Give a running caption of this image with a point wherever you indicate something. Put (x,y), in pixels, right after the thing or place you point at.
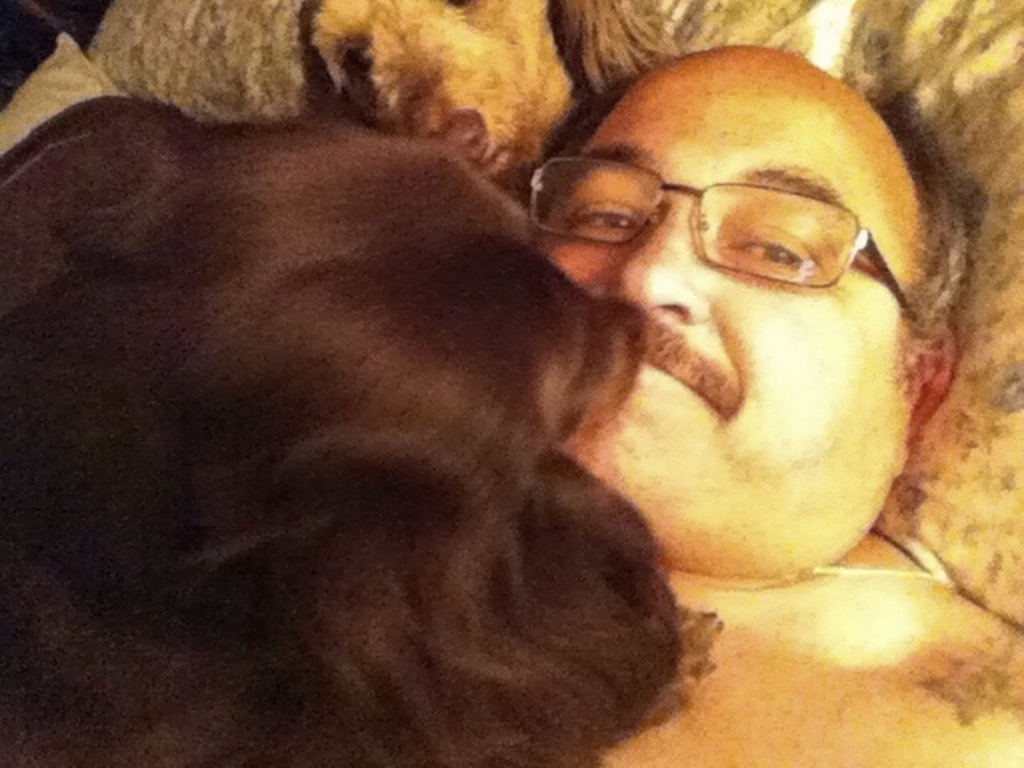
In this image we can see a person (768,499) wearing specs (766,237). On the left side (298,324) there is an animal (327,337).
